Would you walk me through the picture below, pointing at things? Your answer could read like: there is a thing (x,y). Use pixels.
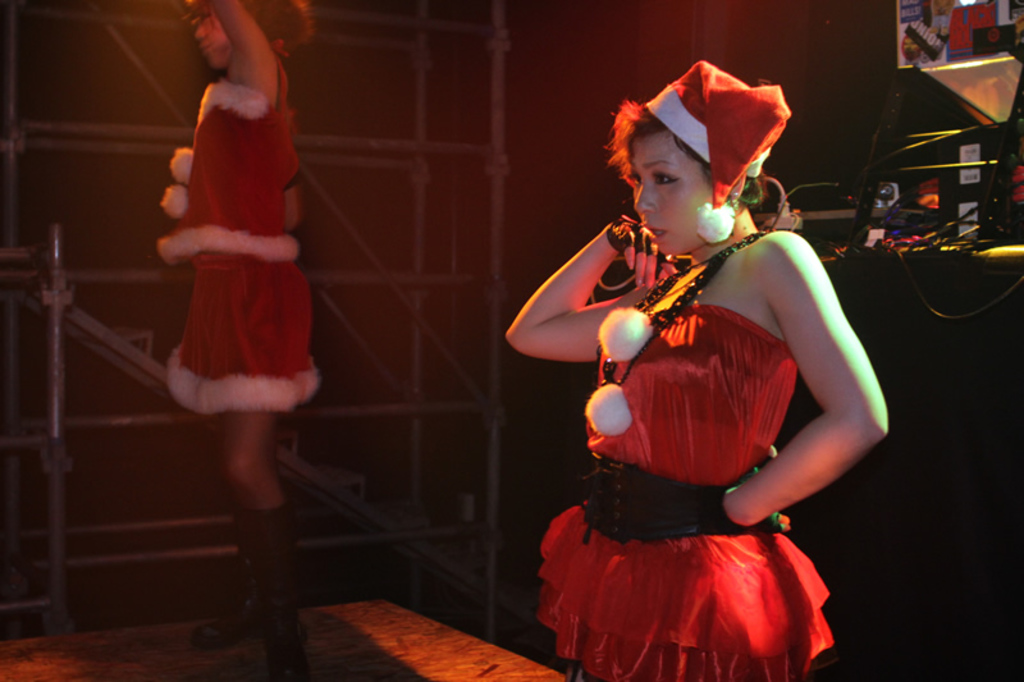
This picture shows couple of woman (673,279) dancing on the floor (437,641) and we see a frame (907,58) on the wall (890,71) and we see a woman (589,268) wore a cap (734,177) on her head (659,126) and she wore some ornaments (722,268) on her neck (748,223) and both the women (273,429) wore red color dress (696,457).
